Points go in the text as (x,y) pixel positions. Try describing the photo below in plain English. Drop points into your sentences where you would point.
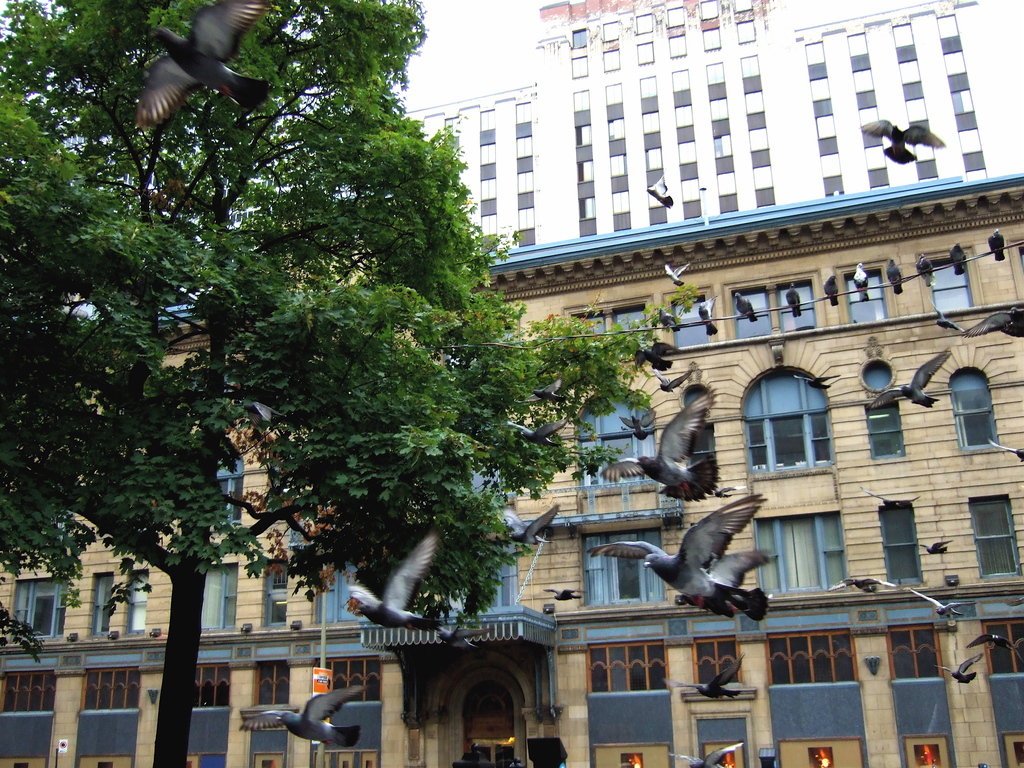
In this picture we can see some birds (546,394) are flying in the air (470,53) and behind the birds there is a tree (523,351), buildings (772,286) and a sky (457,54).
